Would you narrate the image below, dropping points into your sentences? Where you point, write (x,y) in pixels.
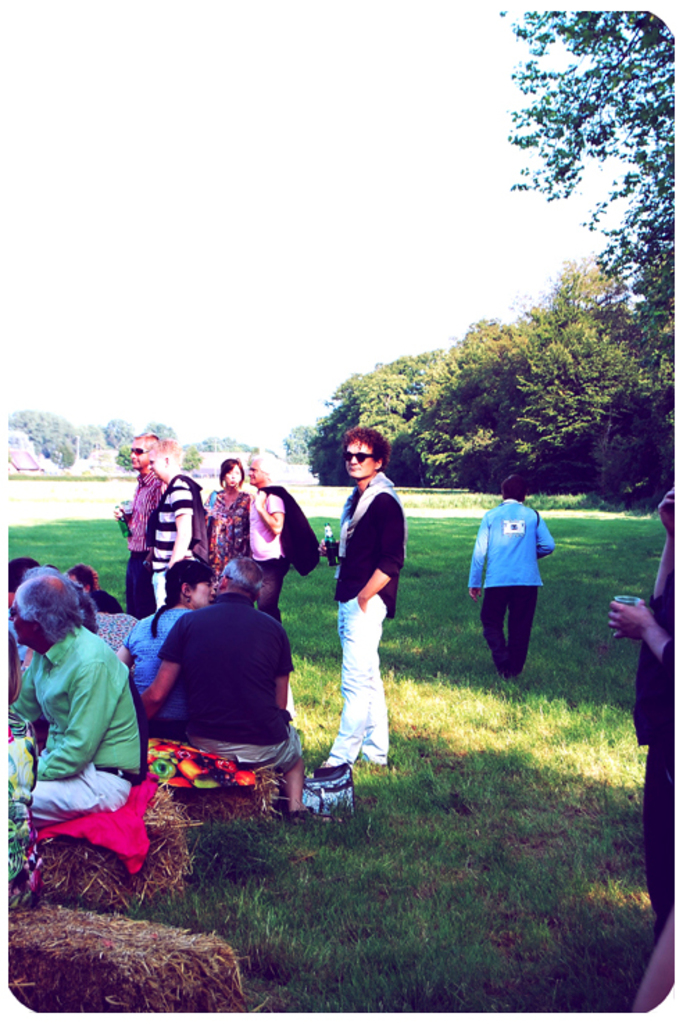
In this picture we can see the sky (330,282) and it looks like a sunny day. We can see the trees (420,402), grass (482,757), objects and people (530,521). Few people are holding bottles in their hands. Few people (250,562) are sitting. On the right side of the picture (655,733) we can see the partial part of a person (651,683) holding an object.
